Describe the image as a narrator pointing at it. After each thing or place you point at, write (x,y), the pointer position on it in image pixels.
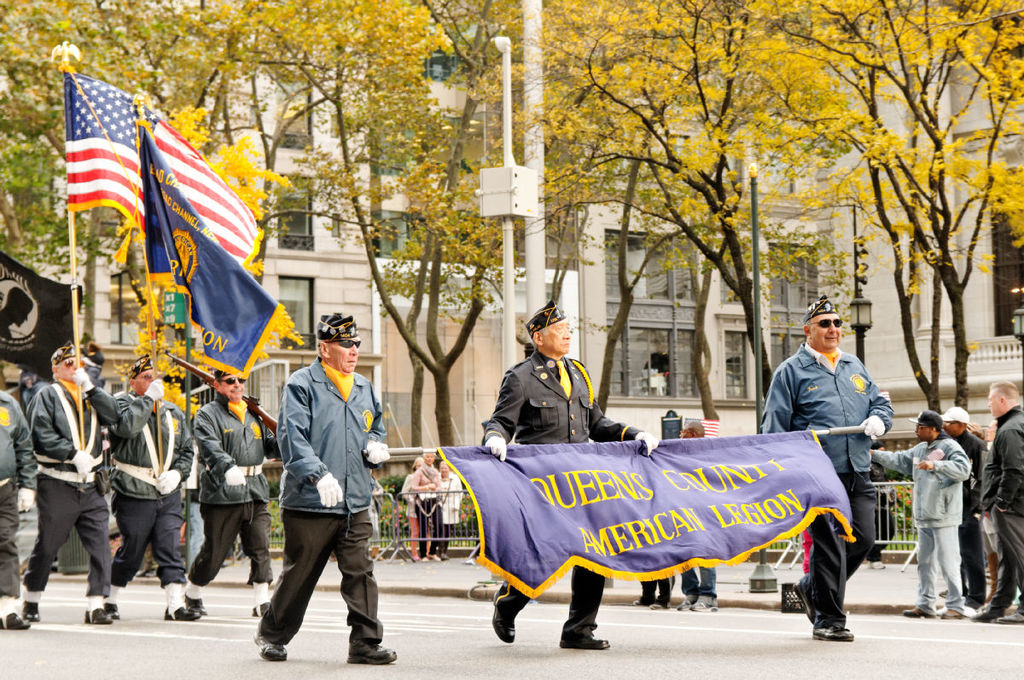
In this image few persons (108,553) are walking on the road (811,633). These persons (589,587) are holding the rod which is having a flag (584,504) to it. A person (256,432) is holding gun (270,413). Beside there are two persons (113,403) holding sticks (79,415) having flags (94,180). There are few persons (692,585) standing on the road (435,662). There are few poles (762,567) on the pavement (452,576). There are few persons (421,504) behind the fence (394,520). Background (923,279) there are few trees (930,265) and buildings (844,246).
